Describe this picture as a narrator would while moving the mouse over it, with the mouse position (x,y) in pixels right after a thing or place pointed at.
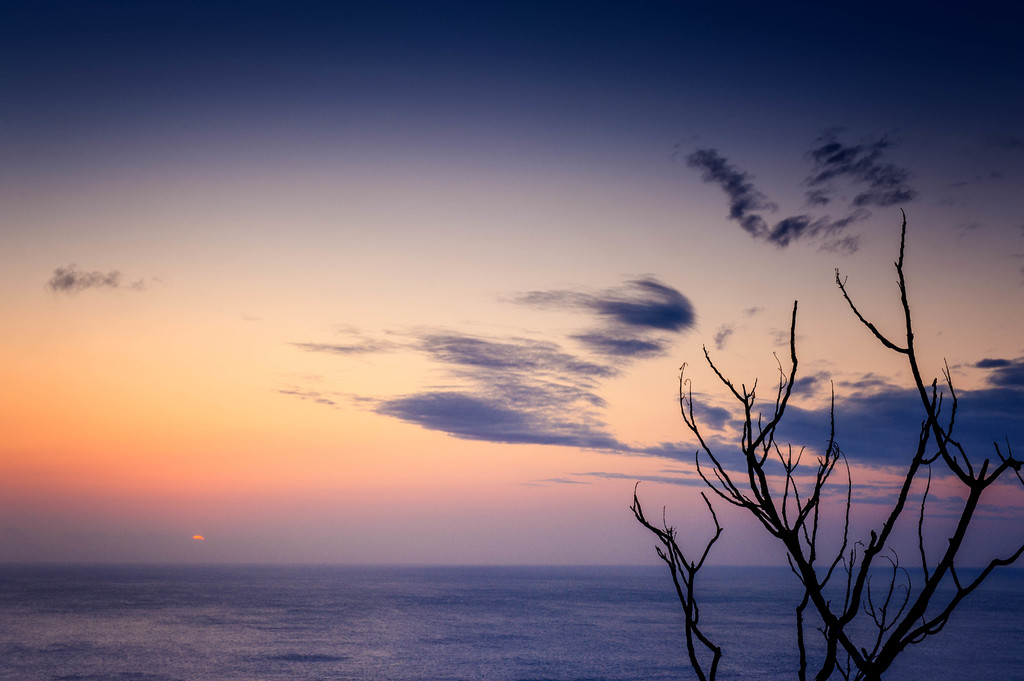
On the right side of the image (690,611), we can see the tree (955,539). At the bottom (250,650), we can see water (677,632). Background (1022,530) there is the sky (539,379) and clouds (727,417).
